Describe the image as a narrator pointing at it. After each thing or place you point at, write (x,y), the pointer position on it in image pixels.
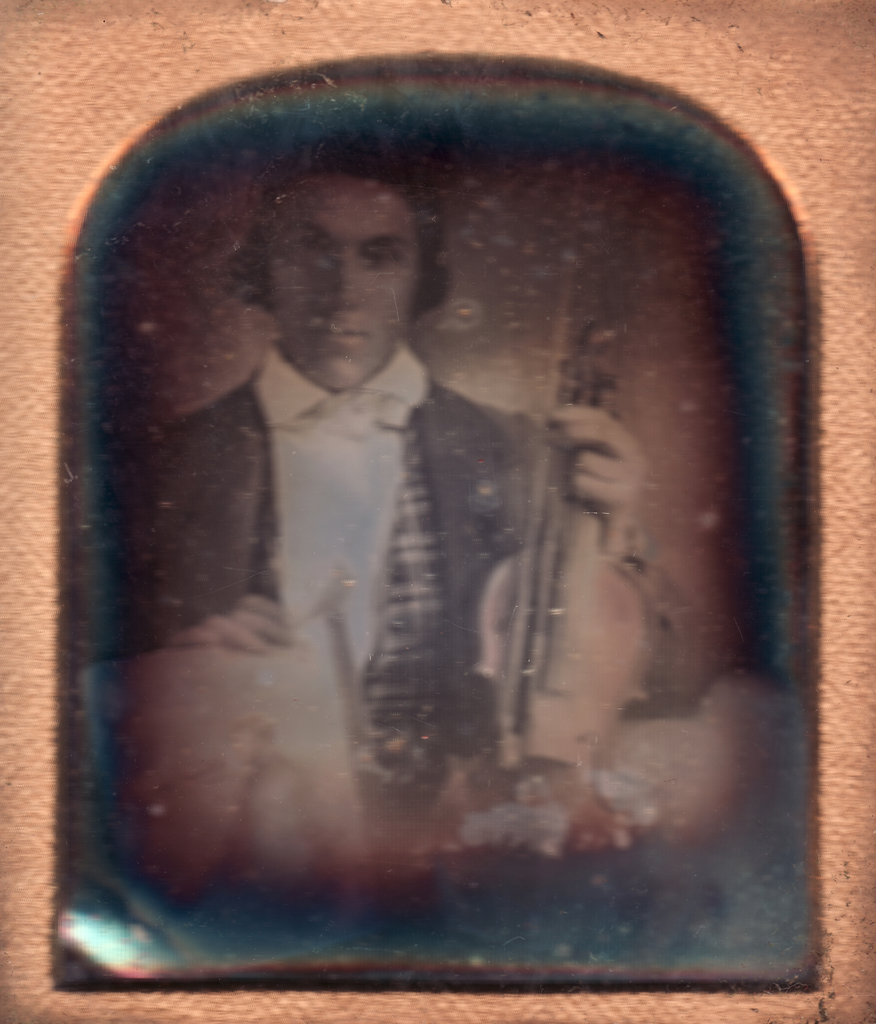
In this image I can see picture of a man (305,467). I can see he is holding a musical instruments (544,512). I can also see this picture is brown in colour.
